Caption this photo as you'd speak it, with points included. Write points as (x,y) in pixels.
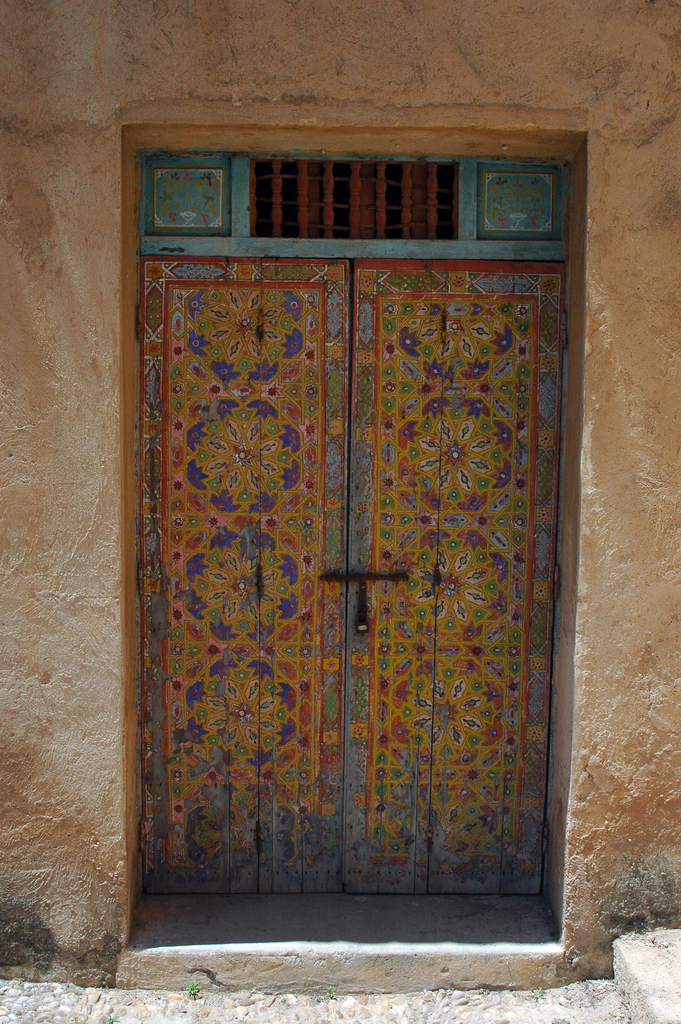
In the center of the image (241,471) we can see a door (200,509) of a building (632,243).
